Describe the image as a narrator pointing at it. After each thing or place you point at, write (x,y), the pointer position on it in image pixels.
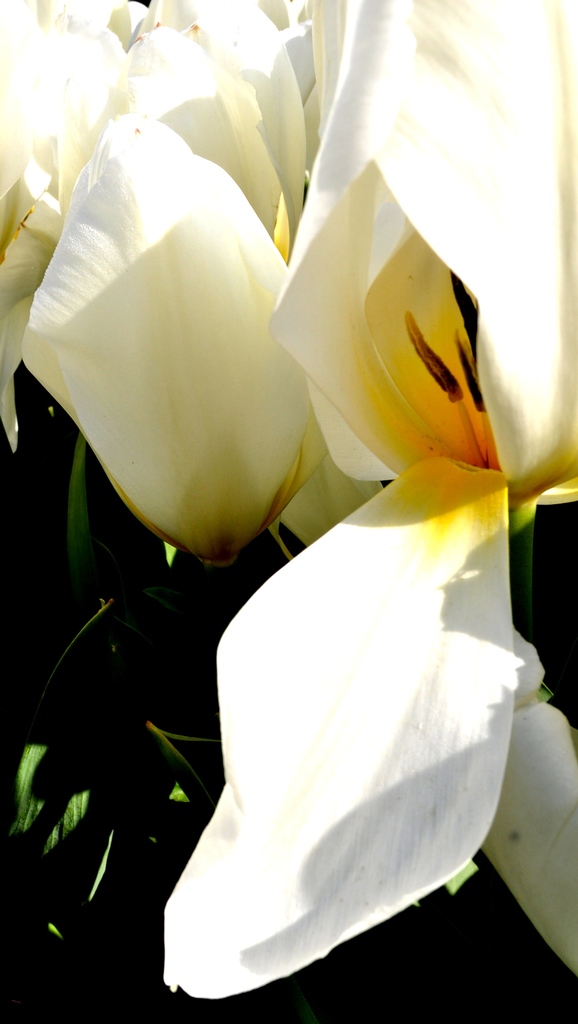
It is a zoomed in picture of flowers (281,625) of the plant (297,900).
